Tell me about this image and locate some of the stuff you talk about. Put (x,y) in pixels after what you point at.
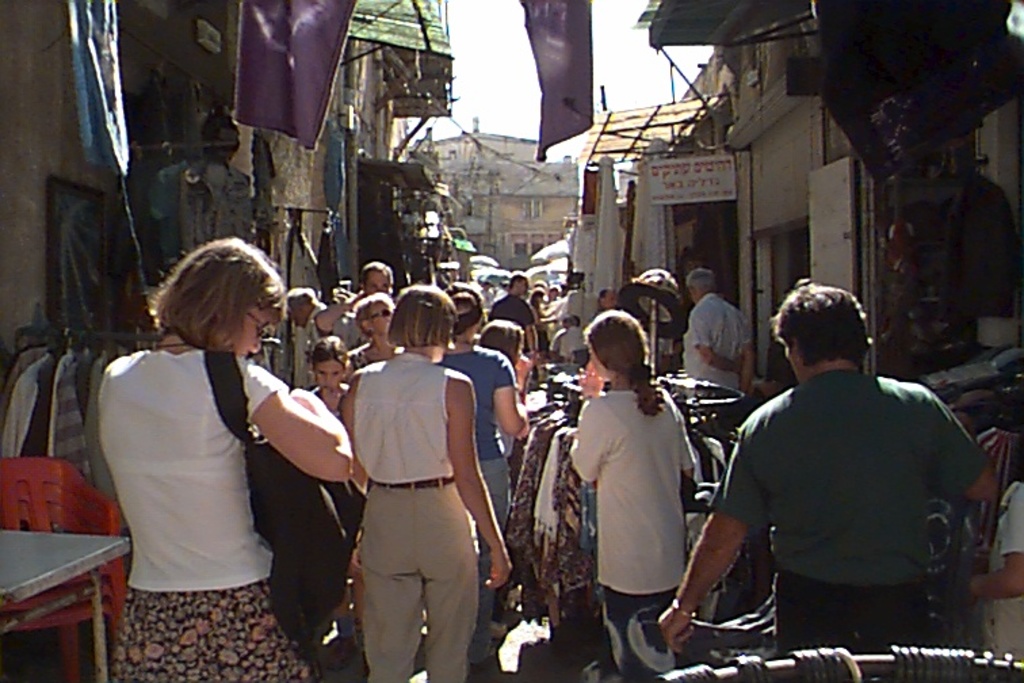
In this image, we can see a crowd (493,382) in between buildings (316,158). There are chairs (62,524) in the bottom left of the image (48,502). There are clothes (75,428) on the left (64,422) and in the middle of the image (557,429). There is a sky (469,55) at the top of the image (469,35).
